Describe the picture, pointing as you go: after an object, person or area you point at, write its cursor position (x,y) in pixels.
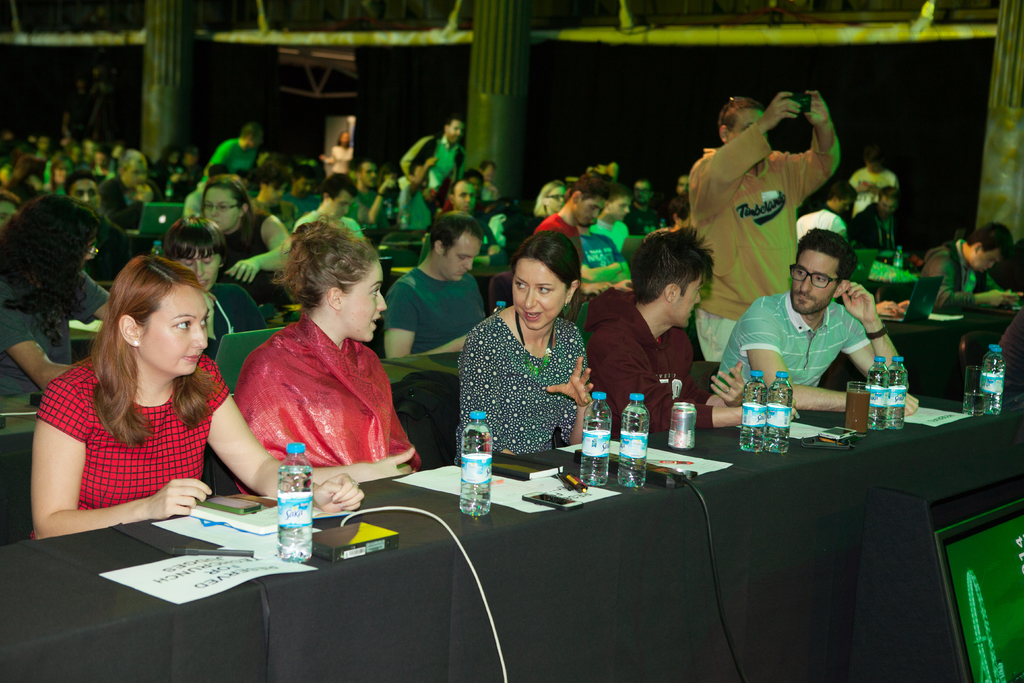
In this image I can see the group of people (424,297) sitting. Among them one person (758,193) is standing and holding the camera (807,102). In front of these people (521,440) there is a table (645,582). On the table (653,440) there are some papers (547,487) and the bottles (872,413).
